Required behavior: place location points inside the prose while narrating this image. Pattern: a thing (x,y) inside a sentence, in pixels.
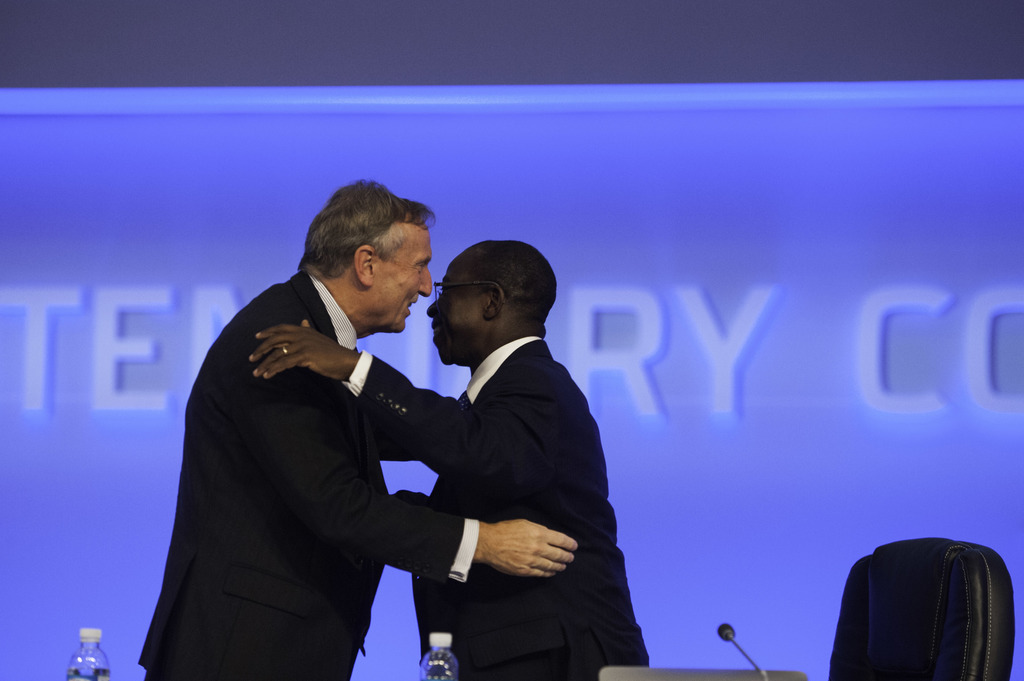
Here I can see two men (471,438) wearing black color suits (508,501), smiling and hugging each other. At the bottom (447,655) there are two bottles (88,664) and a mike (734,637). On the right side (940,633) there is a chair (900,644). In the background (778,384) there is a blue color board (727,278) on which there is some text (704,339).
